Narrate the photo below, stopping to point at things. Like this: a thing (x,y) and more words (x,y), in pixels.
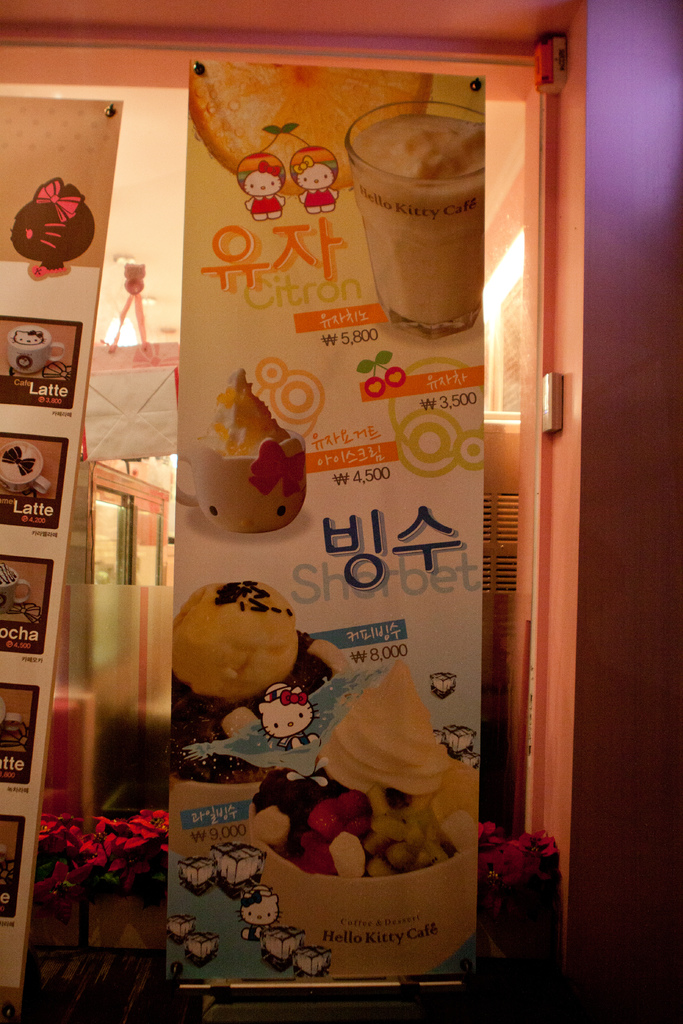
We can see banners (50,648), behind these banner (33,695) we can see flowers (165,836) and glass (134,654), through this glass (148,720) we can see bag (161,385) and furniture (123,500).
